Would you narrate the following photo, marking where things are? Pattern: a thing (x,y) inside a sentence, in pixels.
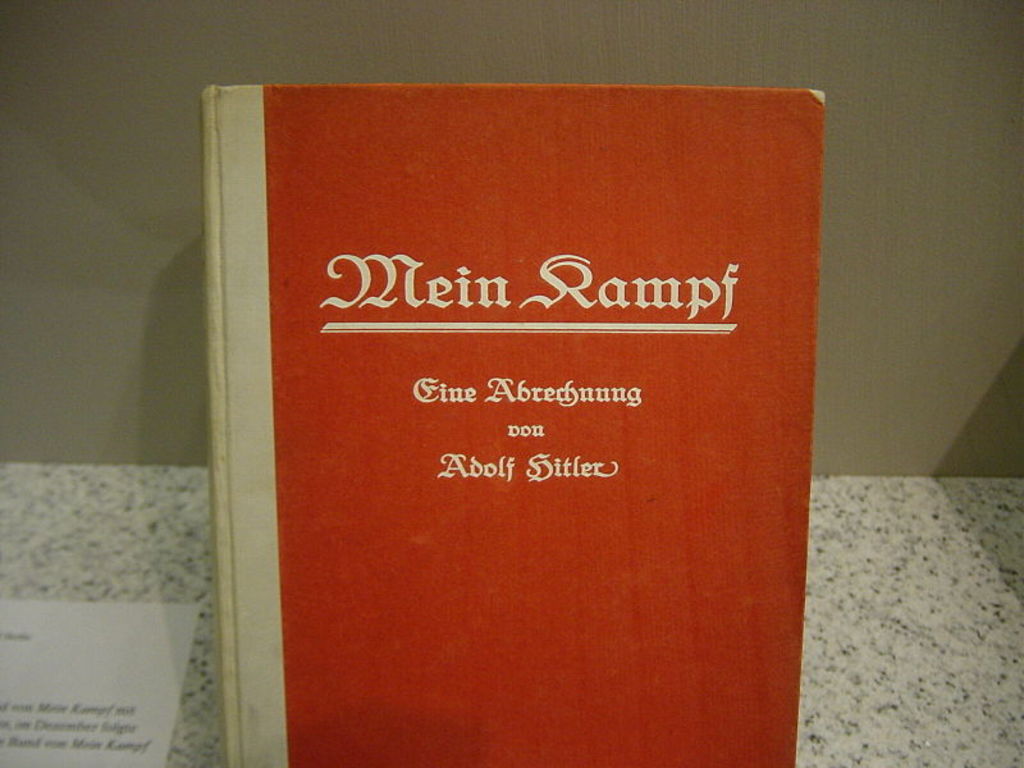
In this image I can see an orange colour book like thing (540,281) and on it I can see something is written. On the bottom left side of this image (130,620) I can see a white colour paper (53,654) and on it I can see something is written.
